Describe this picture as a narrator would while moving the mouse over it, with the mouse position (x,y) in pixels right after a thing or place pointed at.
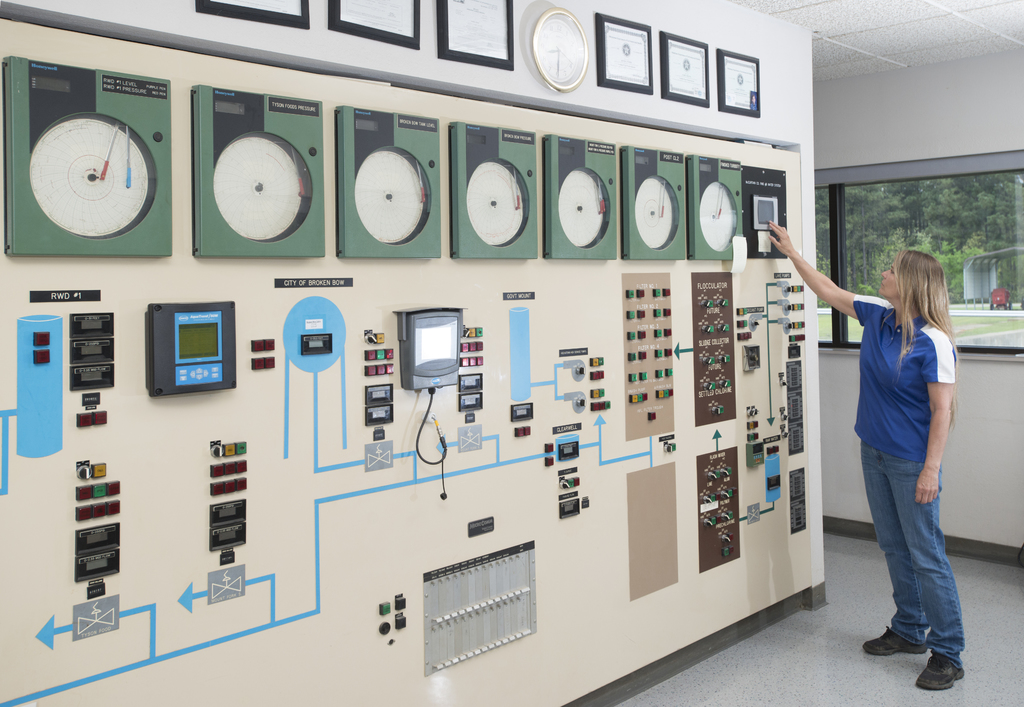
In this image I can see a woman (894,527) is standing and I can see she is wearing blue dress (905,382). Here I can see a machine (664,189) and on it I can see few buttons (669,349) and few other things (558,447). On this wall (808,70) I can see a clock (535,37) and few frames (702,92). In the background (899,187) I can see number of trees (917,218) and a red colour thing (994,293).
